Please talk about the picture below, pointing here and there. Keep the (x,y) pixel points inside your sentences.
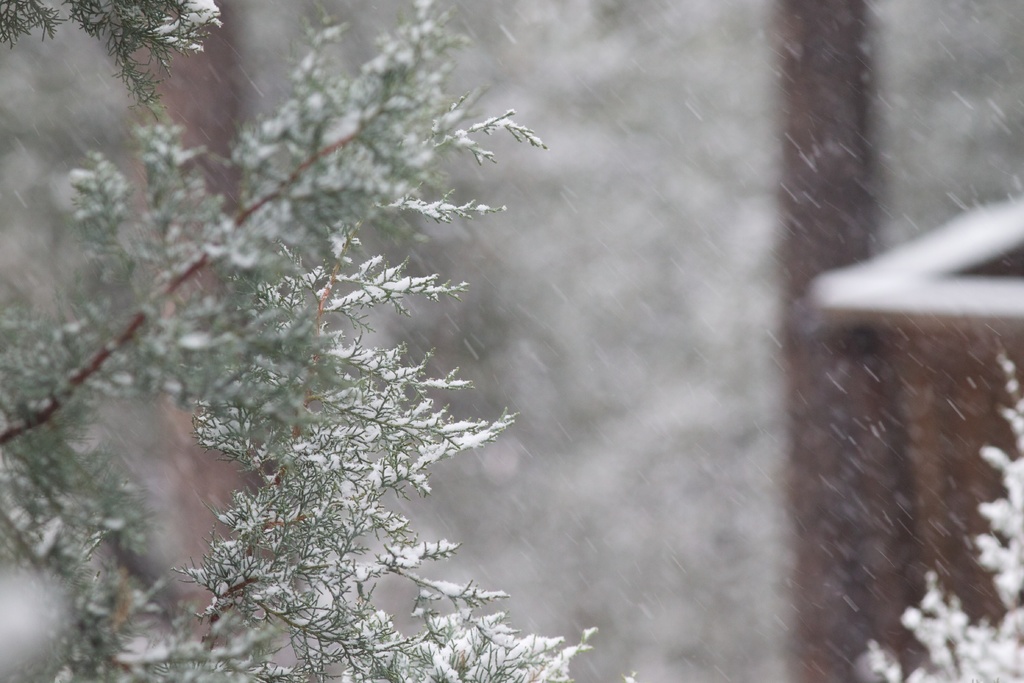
This picture seems to be clicked outside. On the left (251,192) we can see the green leaves (374,120) and the snow (275,206). On the right (881,528) we can see there are some objects (871,412) which seems to be the snowfall (967,377) and we can see some other objects (861,191).
